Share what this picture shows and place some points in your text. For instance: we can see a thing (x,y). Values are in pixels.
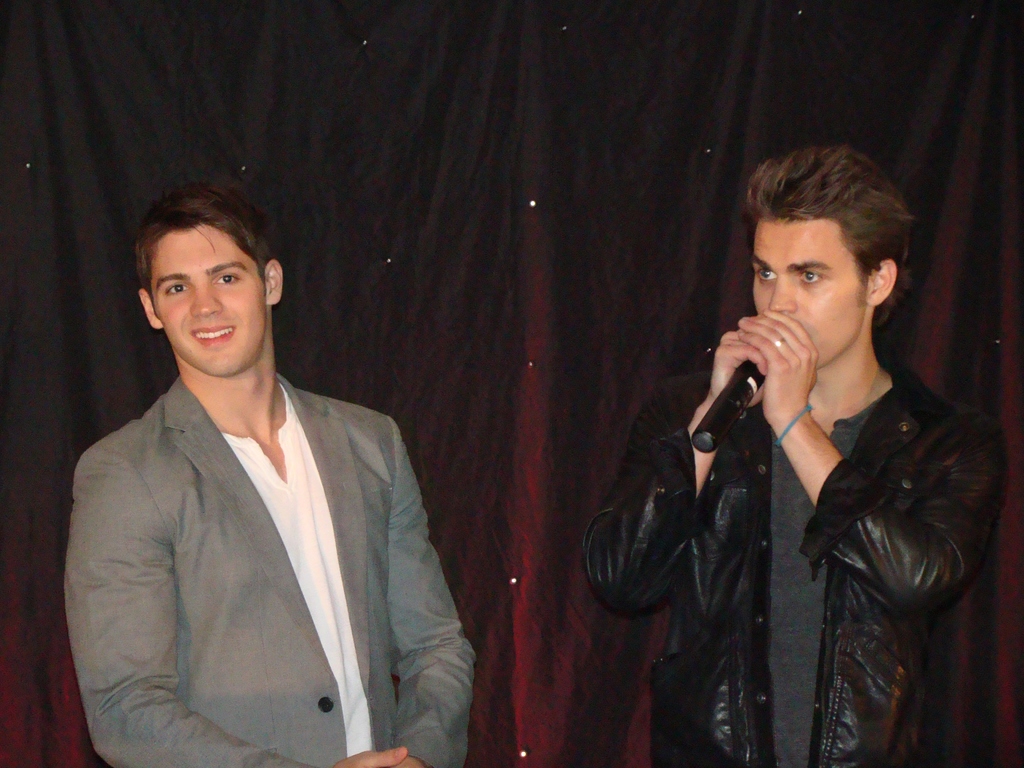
This picture shows two men (710,670) Standing and a man (760,356) speaking with the help of a microphone (708,428).
